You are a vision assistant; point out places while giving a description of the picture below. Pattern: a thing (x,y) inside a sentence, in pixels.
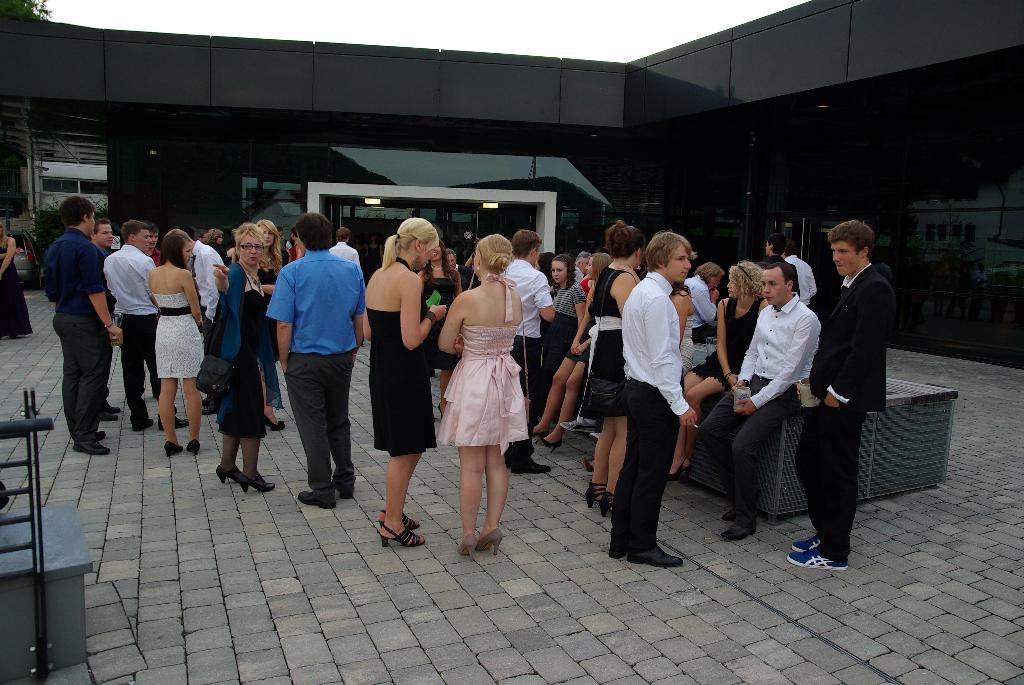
In the foreground of the image (476,585) we can see a floor (562,649). In the middle of the image (403,290) we can see a group of people (555,412) standing and talking between them and a building (609,215) is there. On the top of the image (537,30) we can see the sky (378,27).
